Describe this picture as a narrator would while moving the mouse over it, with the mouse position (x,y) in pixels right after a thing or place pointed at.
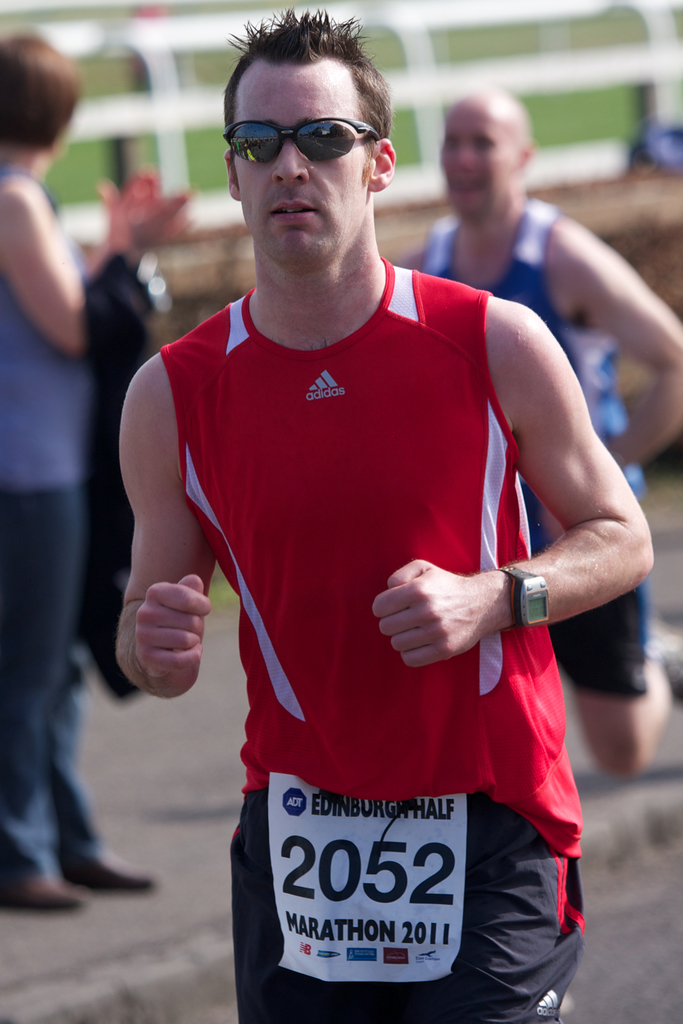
In this image there are two men (507,403) running, there is a man (308,345) wearing goggles (266,140), there is road (628,959) towards the bottom of the image (618,978), there is a woman (11,447) standing towards the left of the image (90,589), there is a cloth (119,326) on the woman's hand (147,226), there is an object (647,140) towards the right of the image (639,144), at the background of the image (602,146) there is an object (119,118) that looks like a fence (187,119), the background of the image (543,101) is green in color.
